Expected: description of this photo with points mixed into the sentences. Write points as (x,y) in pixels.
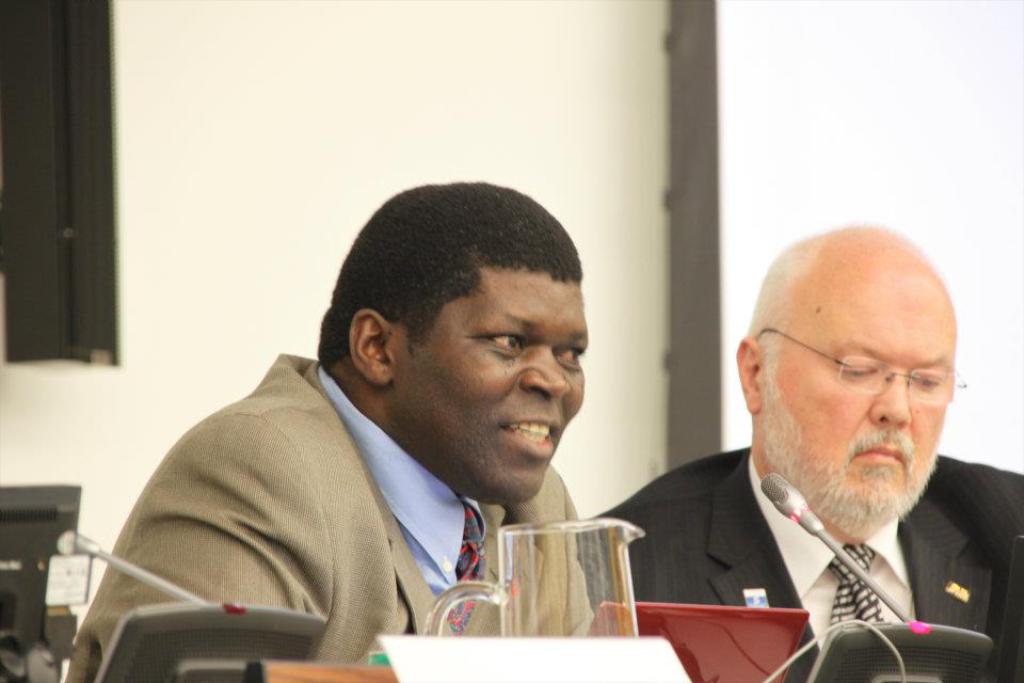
The man (360,348) on the left corner of the picture (317,513) wearing blue shirt (424,530) is sitting on the chair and he is smiling. Beside him, the man (740,546) in white shirt (797,577) and black blazer (742,529) is sitting on the chair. In front of them, we see a glass jar (576,592), microphone (852,655) and a name board (418,666). Behind them, we see a white color board (878,85) and a wall (265,228) in white color. On the left corner of the picture (17,14), we see a panel (48,206) in black color.
